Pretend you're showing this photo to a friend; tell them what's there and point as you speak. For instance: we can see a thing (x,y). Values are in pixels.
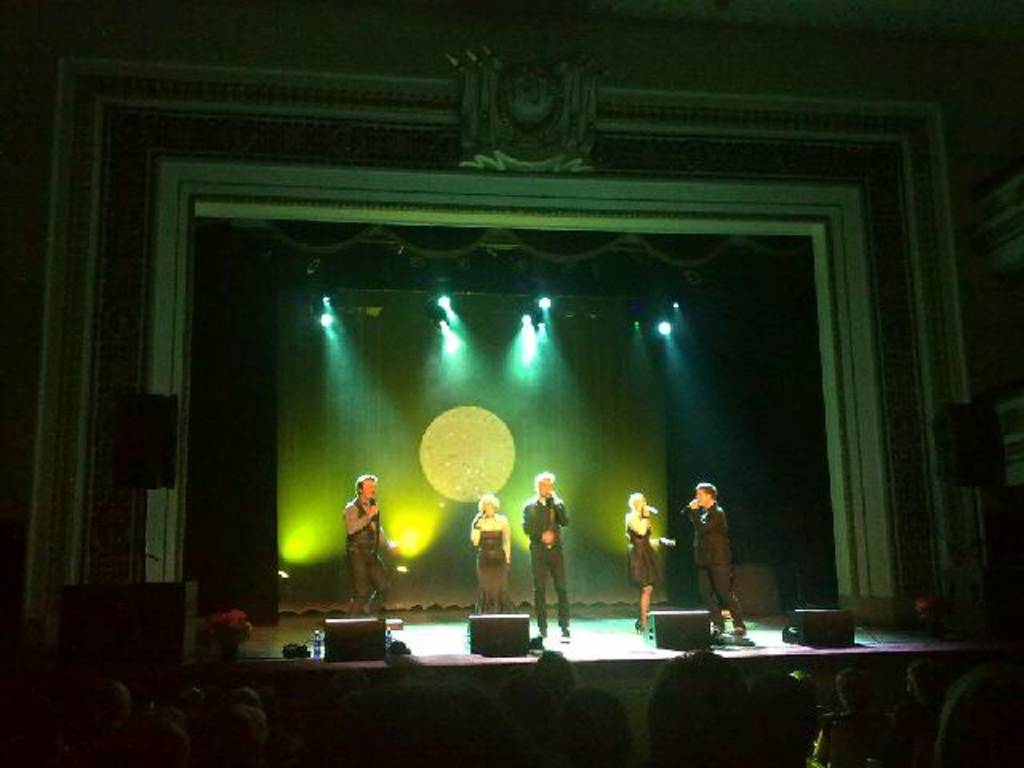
In this picture I can see people (557,529) standing on the stage (555,627) and holding microphones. I can see the lights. I can see a few people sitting in the foreground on the chairs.
